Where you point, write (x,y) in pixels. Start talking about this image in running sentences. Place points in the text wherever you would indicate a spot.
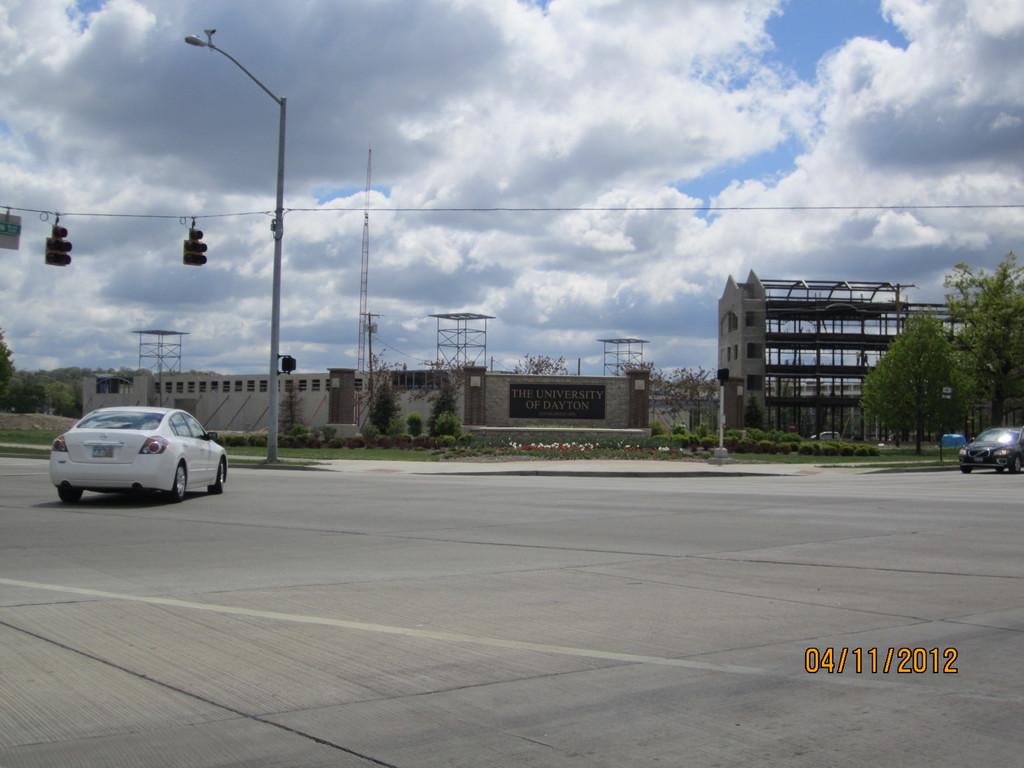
In the center of the image (506,494), we can see vehicles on the road (409,501) and in the background (962,341), there are buildings (863,326), trees (914,326), poles (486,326) along with wires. At the top (429,85), there are clouds (597,84) in the sky (687,118) and at the bottom (876,668), we can see some text (838,665).
